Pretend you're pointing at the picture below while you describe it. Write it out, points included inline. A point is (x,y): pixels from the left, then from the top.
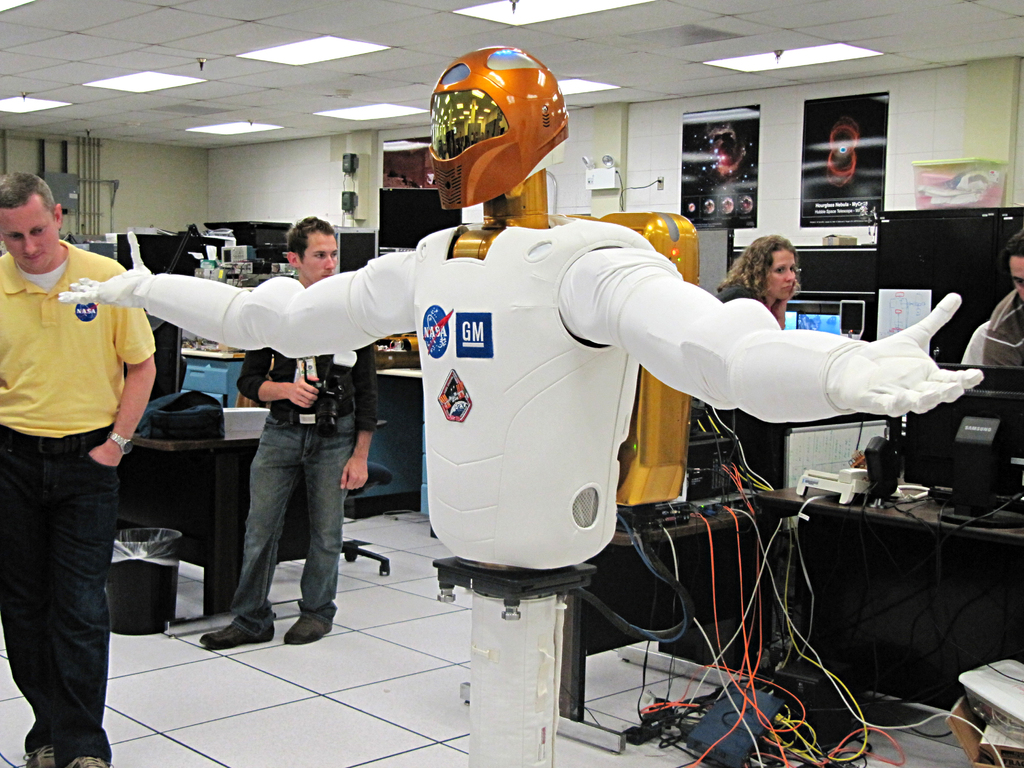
In this picture we can see white color robot statue (547,489) in the front (560,479). Behind there are some persons (55,347) standing and looking to it. In the background (813,312) we can see the computer screen (830,314) and a wall (669,144) with black posters (741,183). Above there is a ceiling (347,38) with lights (369,45).
